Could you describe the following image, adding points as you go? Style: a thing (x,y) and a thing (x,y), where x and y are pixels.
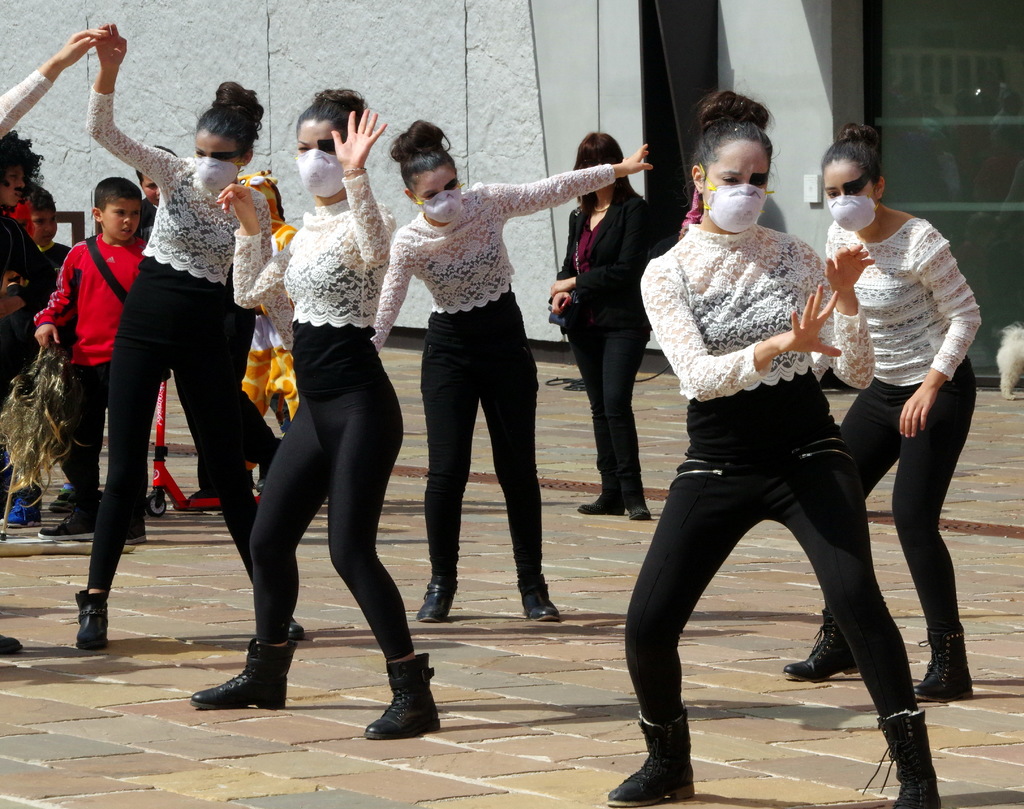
In this image we can see a group of women (435,364) performing on the road (554,670), person (127,267) standing and watching them, walls (386,77) and doors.
